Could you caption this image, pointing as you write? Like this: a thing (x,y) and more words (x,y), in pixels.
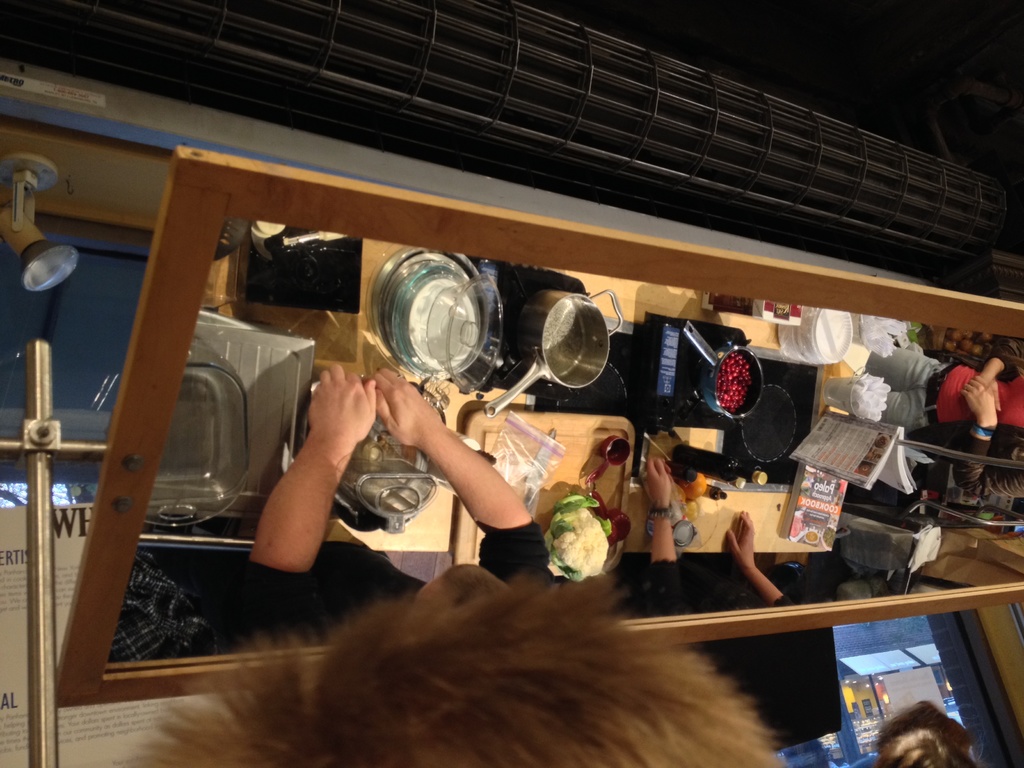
At the bottom (412,686), I can see a person's head (436,682). On the left side (50,552) there is a metal rod (44,565). In the middle of the image (395,317) there is a mirror (294,381). In the mirror (515,461) there is a table (630,305) on which bowls (450,340), cauliflower (605,561), books (840,487), spoons (613,520), bottles (709,454) and many other objects (528,388) are placed. Beside the table (694,431) few people (461,469) are standing. At the top of the image (556,144) there is a metal stand (864,172).
